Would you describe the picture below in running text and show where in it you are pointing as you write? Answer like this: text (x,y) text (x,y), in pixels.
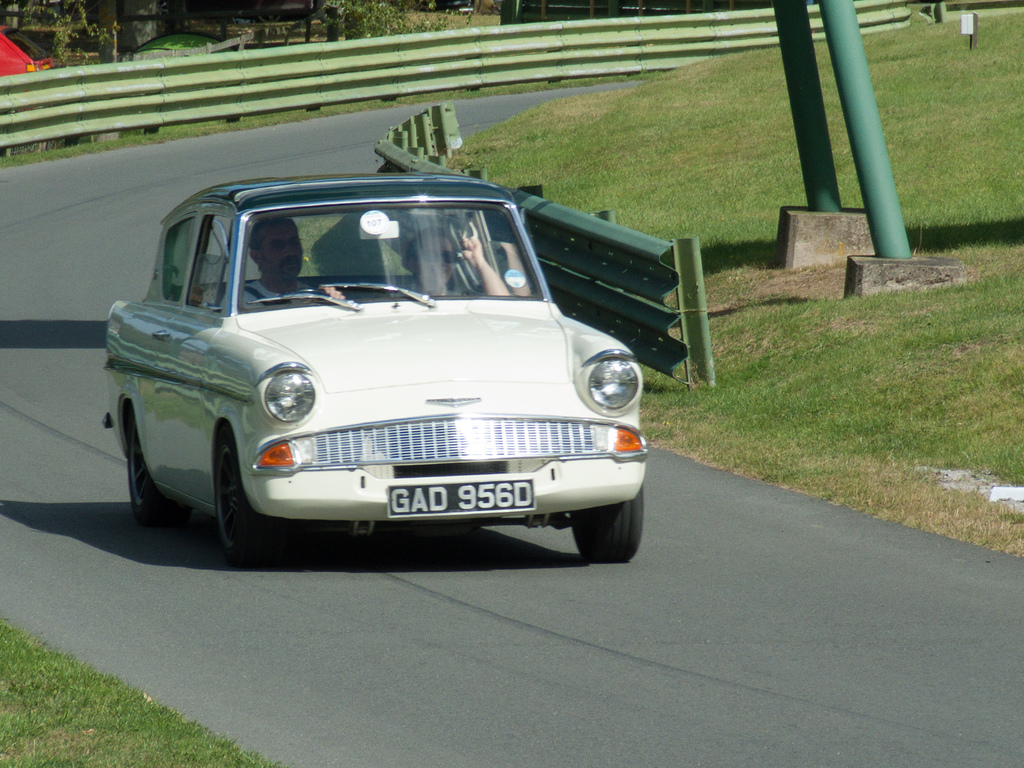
In this picture there is a car (436,376) moving on the road (549,587) with the persons (467,287) sitting inside it in the center (405,372). On the right side (703,177) there is grass (756,208) on the ground (775,214). There are poles (825,117) which are green in colour and there is a fence (418,125). In the background (10,53) there are trees (84,23) and red colour object (21,60).
